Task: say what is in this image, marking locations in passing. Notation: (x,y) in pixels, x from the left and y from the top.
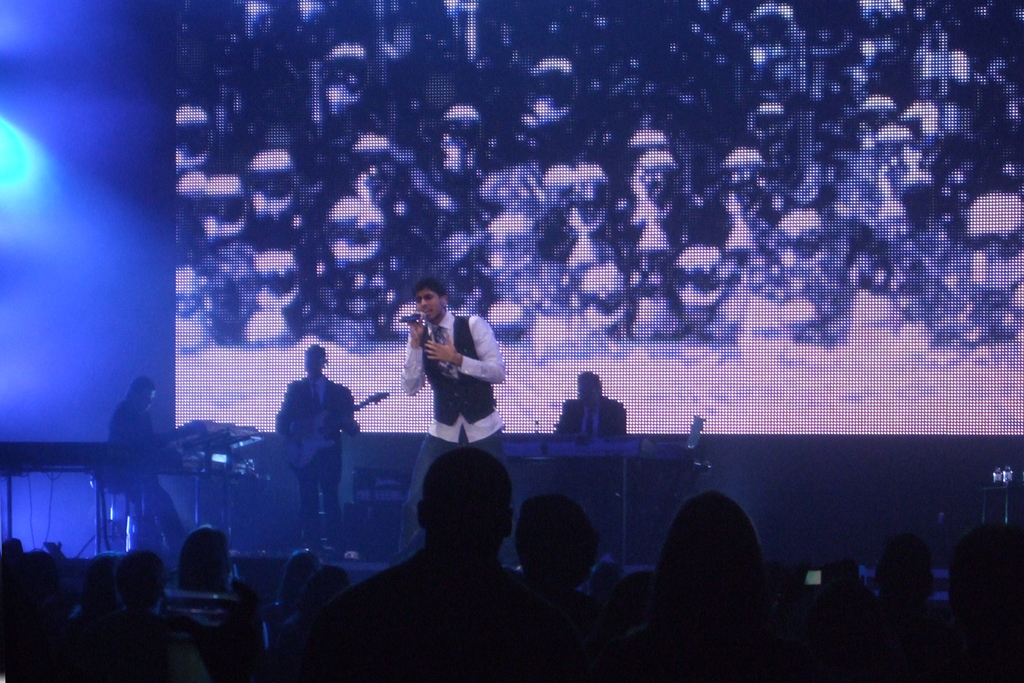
In this image there are four people (348,411) standing on the dais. In the center (437,333) there is a man (419,342) holding a microphone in his hand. Behind him there are people (585,398) playing musical instruments (221,435). Behind them there is a screen (269,187). There are pictures (574,170) displayed on the screen (677,192). At the bottom (448,571) there are heads (208,585) of the people (456,592).
